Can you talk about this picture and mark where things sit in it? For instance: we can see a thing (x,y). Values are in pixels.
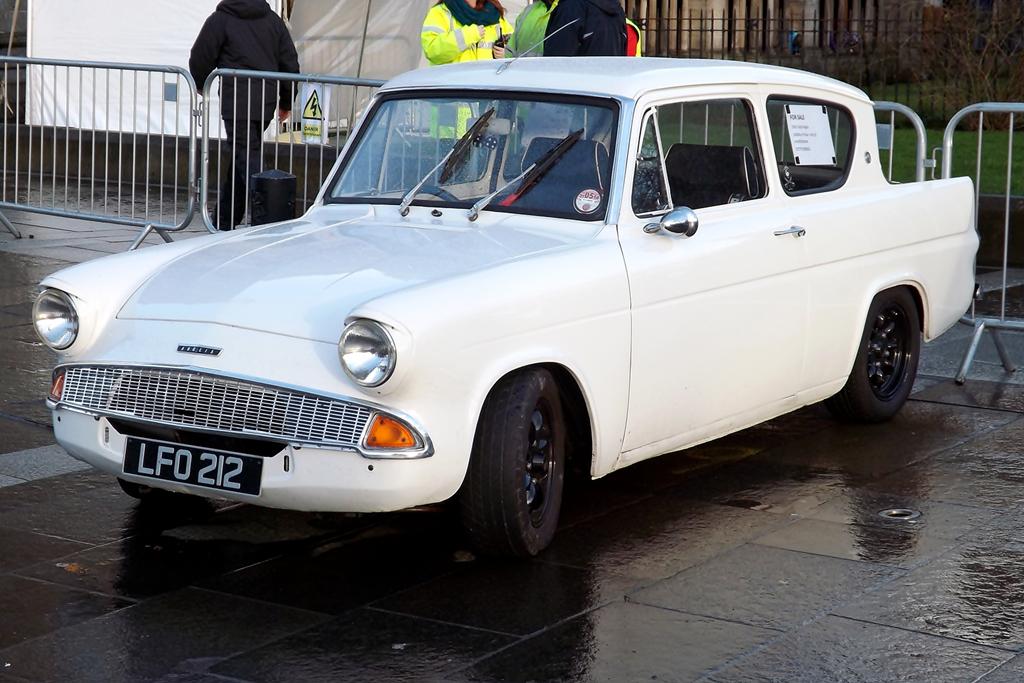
In the image there is a white car (489,329) on the road (591,518) in front of a fence (268,151) and behind it there are few people (456,40) walking.
